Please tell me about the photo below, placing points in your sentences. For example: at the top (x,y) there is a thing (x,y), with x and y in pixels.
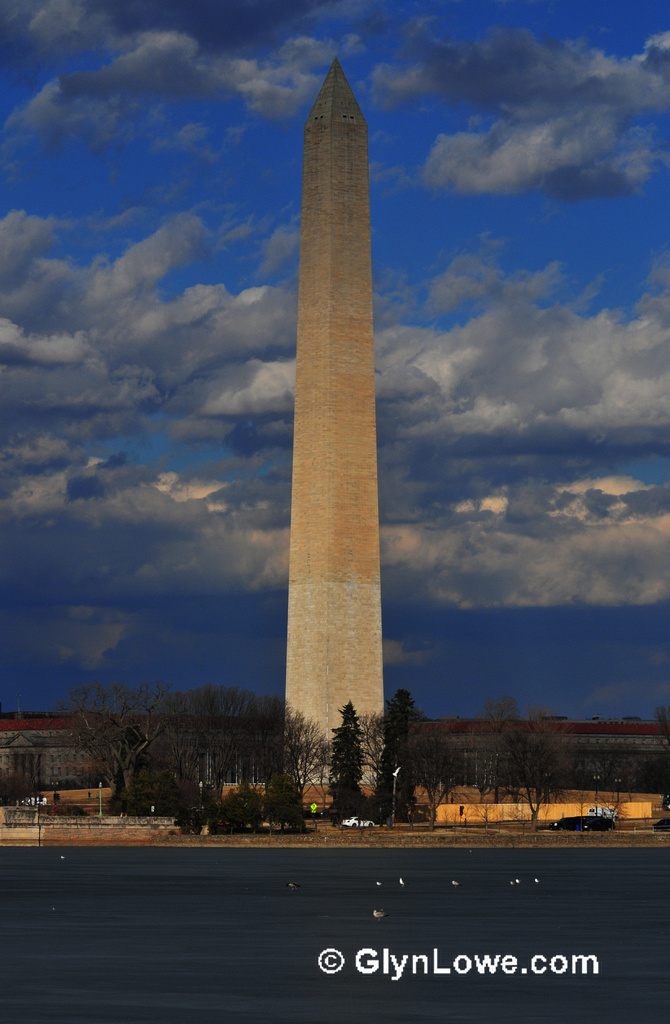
In this picture we can observe a tall pillar (335,406). There are some trees (287,741) around this pillar (329,641). We can observe water (126,882). There is a white color water mark (402,968) on this picture. In the background (288,565) there is a sky (425,521) with some clouds (269,108).
